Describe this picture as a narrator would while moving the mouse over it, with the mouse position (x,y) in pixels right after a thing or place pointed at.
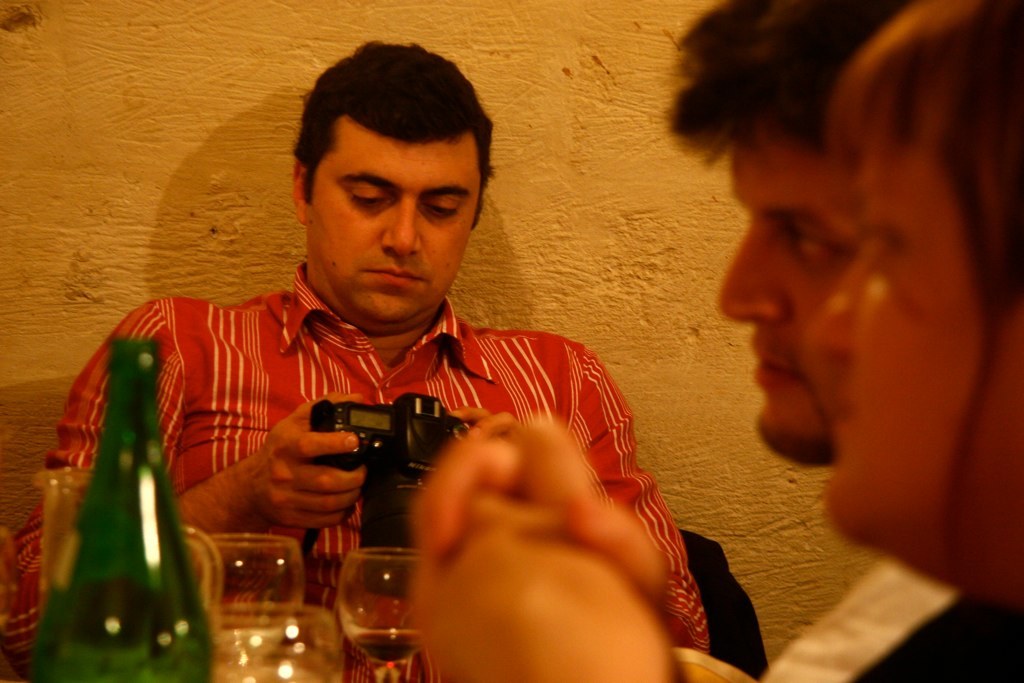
In this image I can see three men (363,82) and one of them is holding a camera (382,480). I can also see he is wearing red shirt (357,362). Here I can see few glasses (331,621) and a bottle (74,647).
